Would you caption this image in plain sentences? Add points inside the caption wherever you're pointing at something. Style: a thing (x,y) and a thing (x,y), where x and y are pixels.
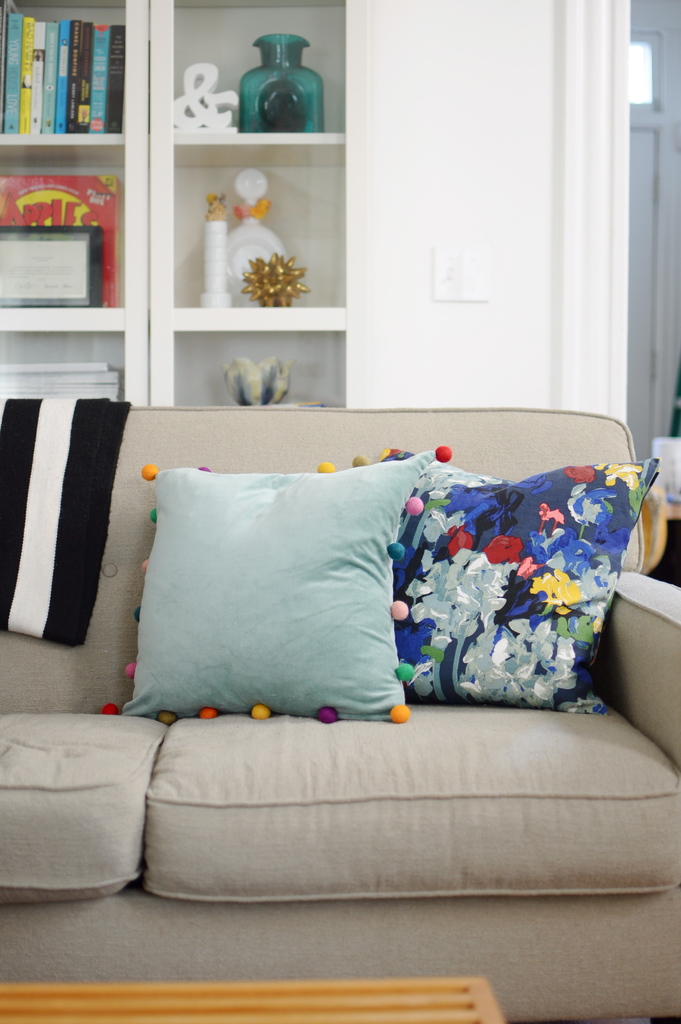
In this image we can see sofa (49,847) with pillows (284,566). In the background (51,140) we can see books (18,110) and some things (294,62) in the cupboard (251,330).
